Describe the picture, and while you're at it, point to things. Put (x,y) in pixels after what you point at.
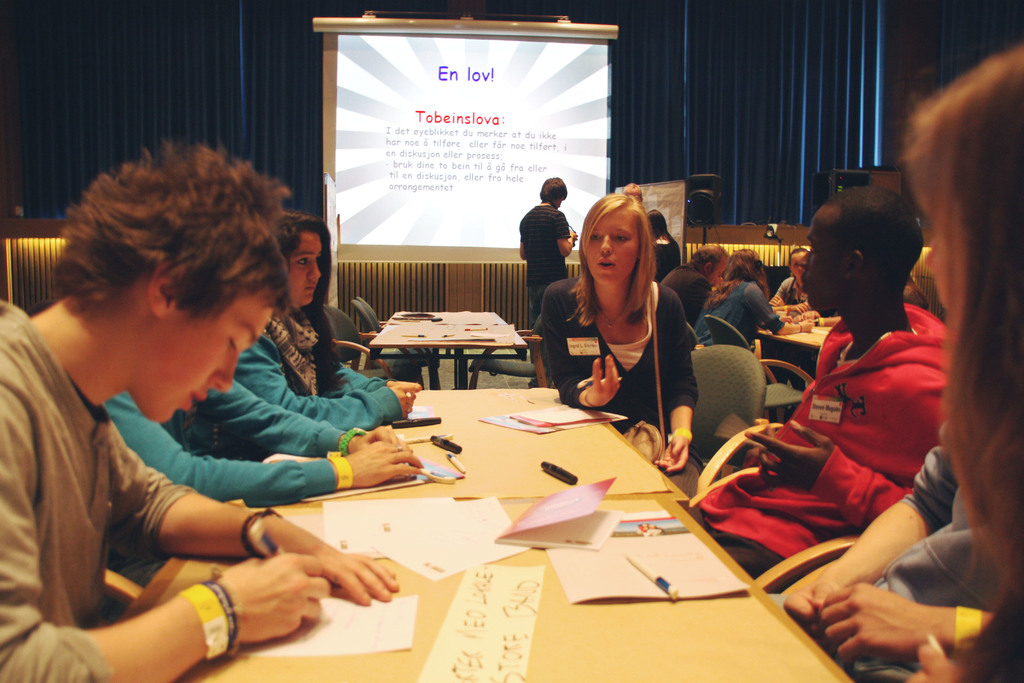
In this picture I can see there few people (25,426) sitting at the table (467,392) and there are writing on the papers (346,613). There are a few papers (565,532) and pens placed on the table (531,451). In the backdrop (705,312), there are a few more people (705,312) sitting at the other table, in the backdrop (414,86) there is a screen (473,180) and a curtain (742,82).
